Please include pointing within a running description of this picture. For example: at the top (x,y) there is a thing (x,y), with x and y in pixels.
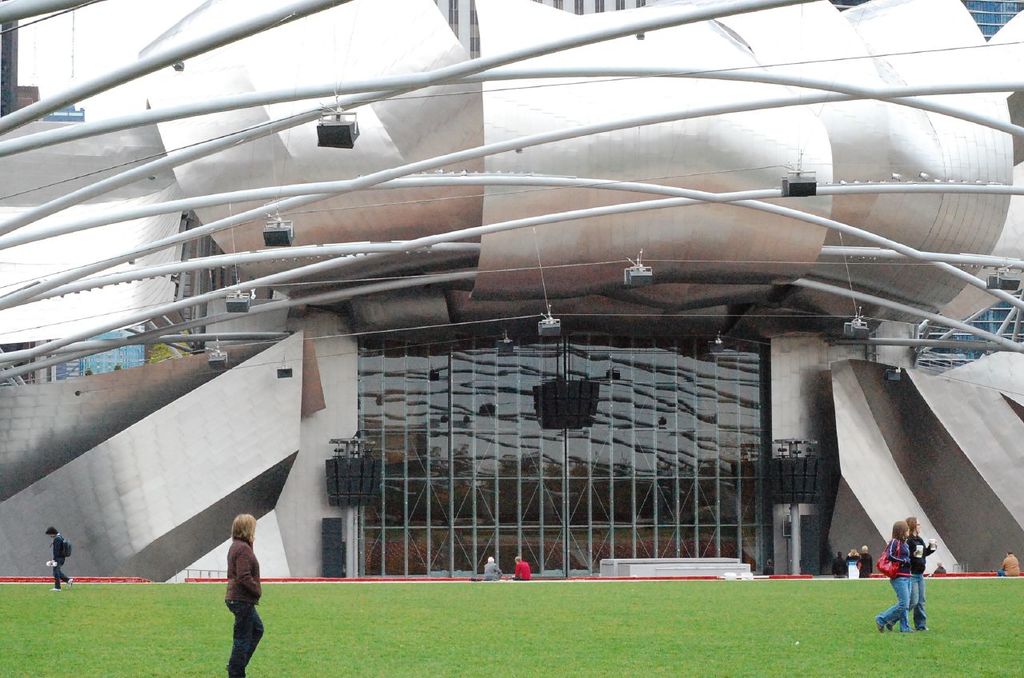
In this image I can see a person (241,548) standing wearing brown jacket (240,578), black pant (253,633). Background (953,485) I can see few other persons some are walking and some are sitting, and building (445,565) and sky (96,65) in white color.
